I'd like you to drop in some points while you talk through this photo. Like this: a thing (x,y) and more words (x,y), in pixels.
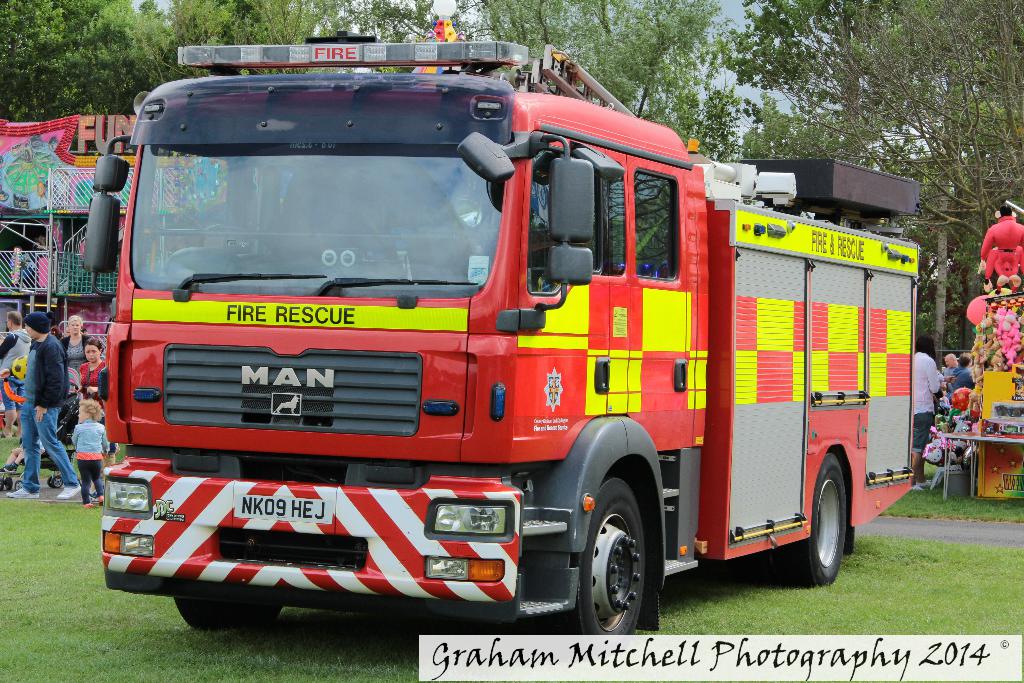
In this image, we can see a vehicle (219,482). We can see some objects (91,186) on the left (64,194). There are a few people (42,352). We can see the ground (870,604) covered with grass (855,597). We can also see some objects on the right (991,492). There are a few boards (44,160) with text (99,128) and images (49,164). We can see some trees (92,101) and the sky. We can also see some text (445,658) at the bottom (472,673).
